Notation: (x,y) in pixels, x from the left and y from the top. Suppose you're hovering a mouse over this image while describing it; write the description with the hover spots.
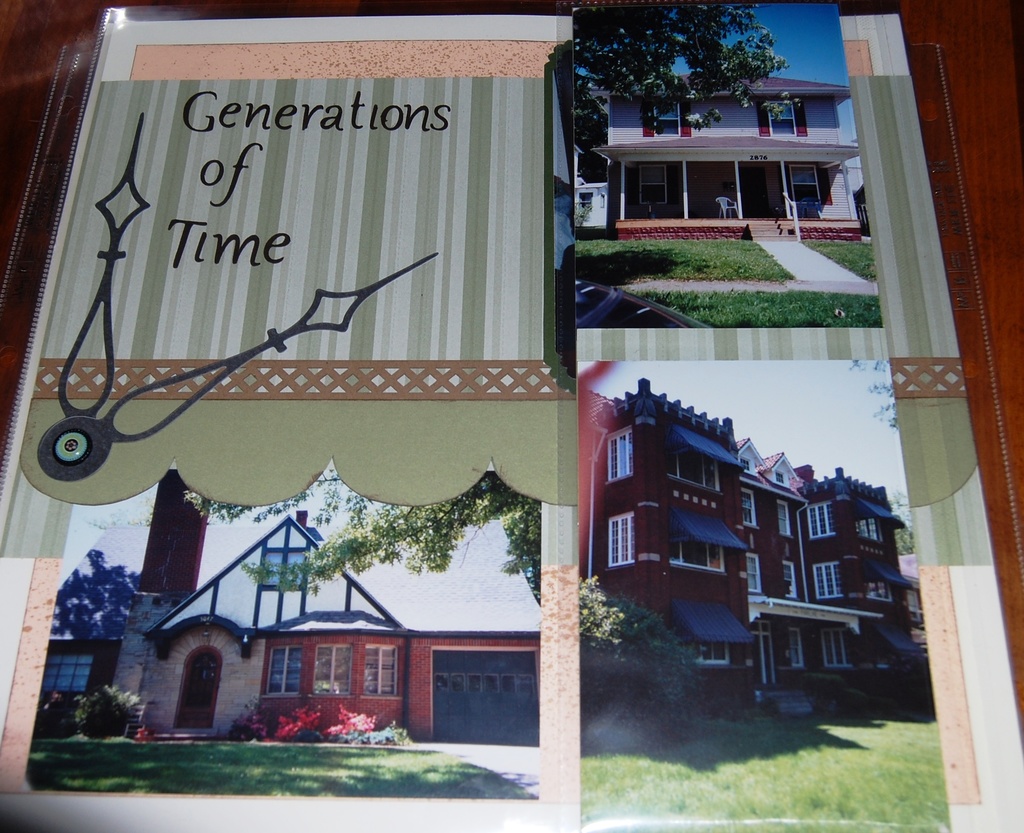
This image consists of a poster (695,562). In which there are pictures (828,473) of buildings (204,731) along with trees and green grass (728,768). On the left (237,165), we can see a text (174,266). It is kept on a table (1016,163).
